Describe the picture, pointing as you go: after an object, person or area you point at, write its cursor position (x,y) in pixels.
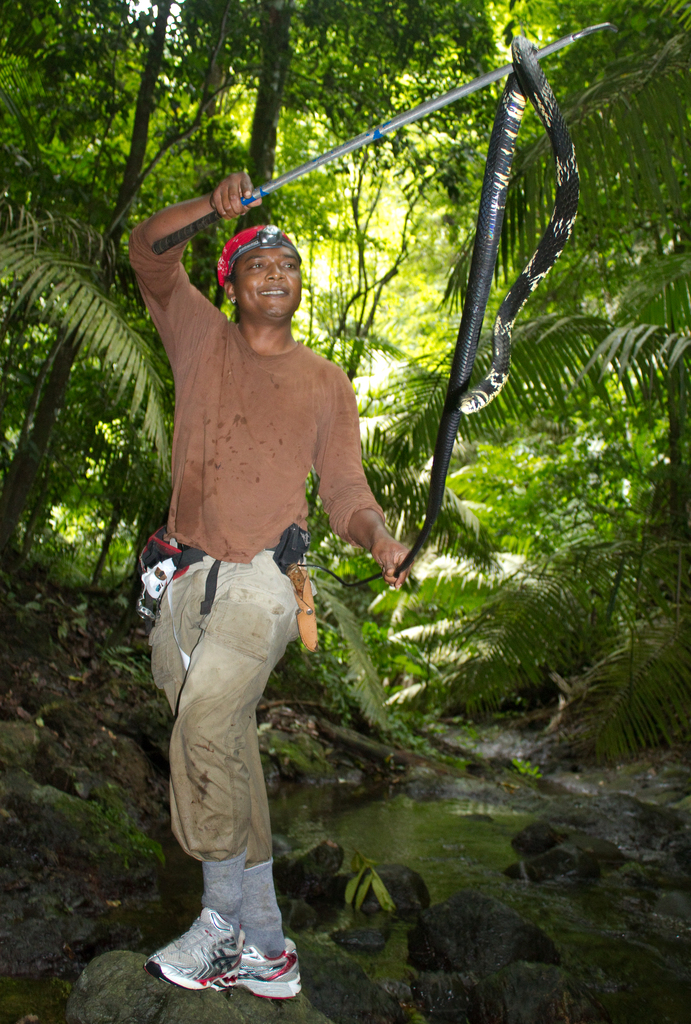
In the picture I can see a person (194,555) wearing brown color T-shirt (243,538), socks (210,903) and shoes (216,952) is holding a stick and a snake (480,297) in his hands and standing on the rocks (199,993). Here we can see the water (460,868) and rocks (240,1023) and the trees (348,676) in the background (143,460).
